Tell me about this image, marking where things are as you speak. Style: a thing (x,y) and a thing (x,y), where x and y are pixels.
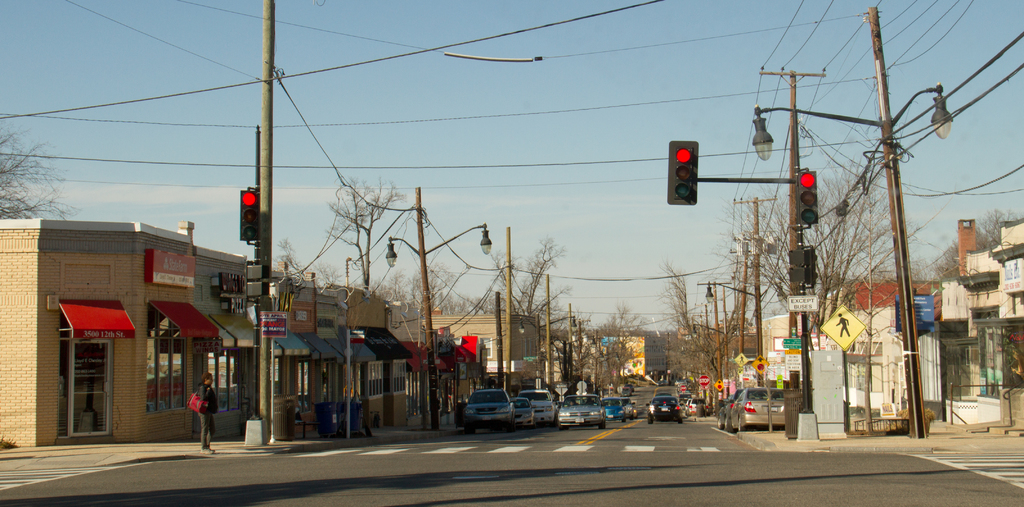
In this image we can see a few vehicles (520,424) on a road (605,432). On the left side (145,357), we can see buildings (426,382), trees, poles (428,343), person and at traffic lights (258,223). On the right side (963,290), we can see buildings (980,301), trees (849,264), poles (756,223), boards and traffic lights (804,248). At the top (834,156) we can see the sky (443,84) and wires (578,55).
